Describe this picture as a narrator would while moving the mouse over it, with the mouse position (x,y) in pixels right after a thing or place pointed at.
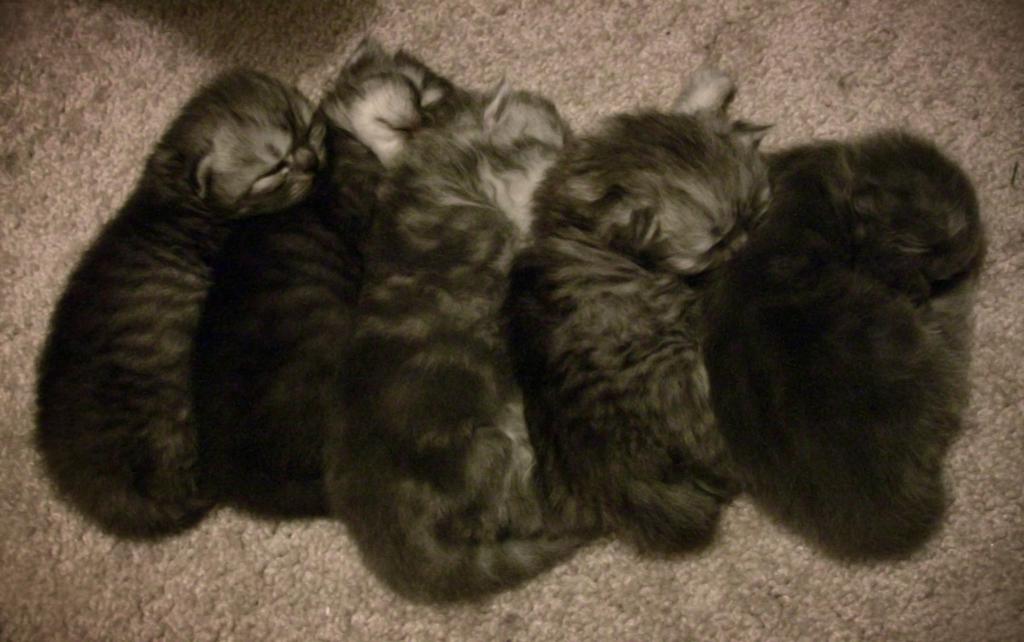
In this picture I can see few kittens (496,348) and I can see a carpet (377,594) on the floor (930,578).
